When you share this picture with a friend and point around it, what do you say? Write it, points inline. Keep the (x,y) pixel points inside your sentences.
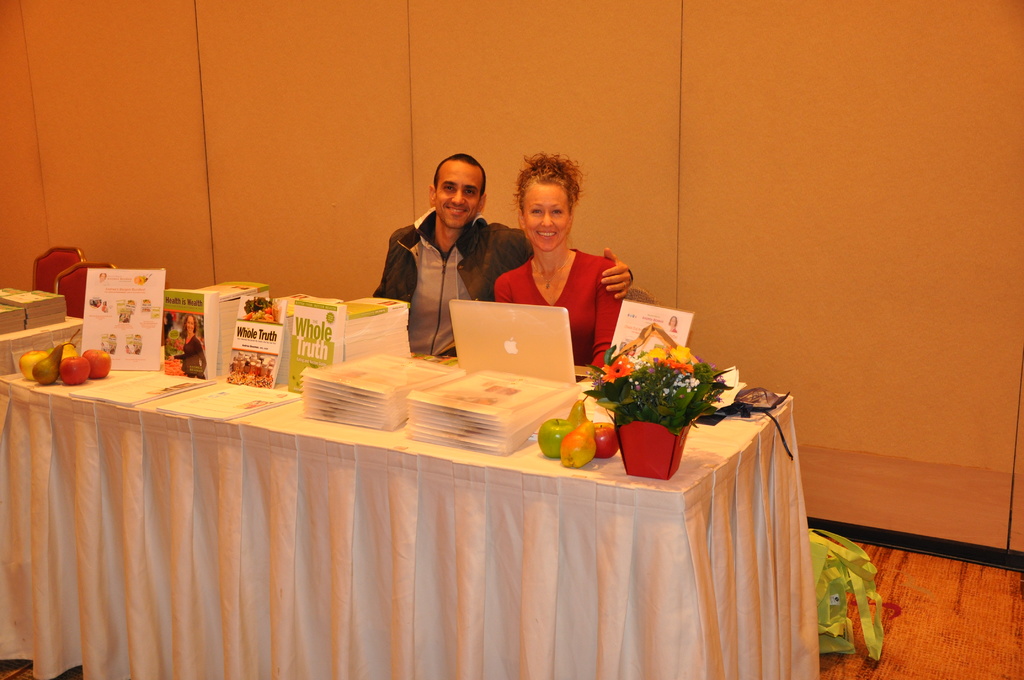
In this image there are tables (590,478). There are books (399,414) on the table (737,592). There are fruits (609,451) on the table (604,467). There are chairs (79,312). There are two people (510,280). There is a wall (436,150). There is a floor (939,574).
